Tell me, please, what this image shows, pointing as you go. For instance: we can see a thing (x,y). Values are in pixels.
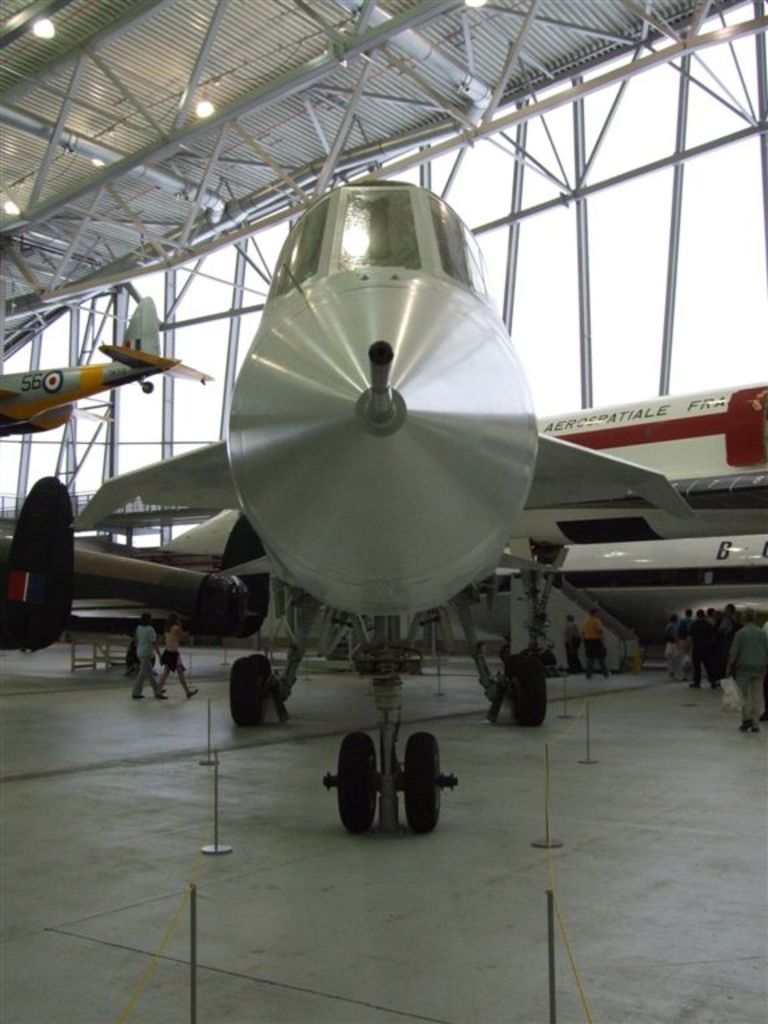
In this image there is an airplane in the shed (279,125). At the top (261,101) there are lights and iron rods (416,154). At the bottom (741,695) there are few people (705,650) who are walking on the floor (669,679). On the left side (61,372) there is an another airplane (67,402).
